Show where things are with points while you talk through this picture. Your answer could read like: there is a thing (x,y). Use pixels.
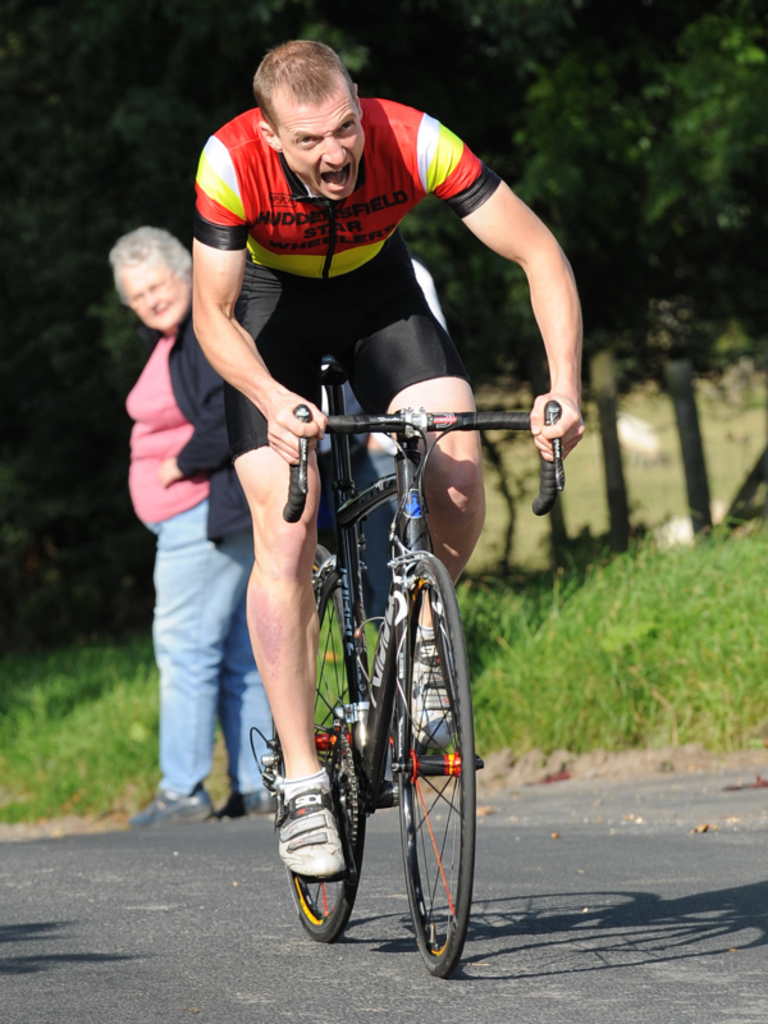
In this image, human (317,415) is riding a bicycle (345,627). Behind him, we can see few peoples (216,507) are standing beside the road (199,843). In the middle (468,656), we can see grass (484,643), plants (486,652), trees (517,88).
